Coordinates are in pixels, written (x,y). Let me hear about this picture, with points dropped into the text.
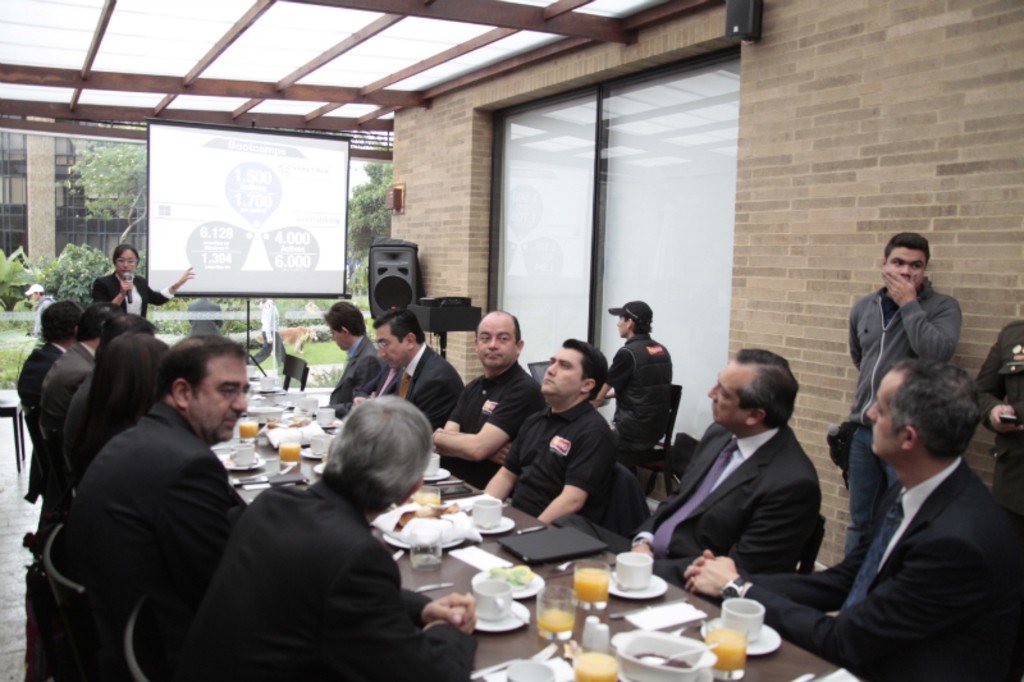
In this picture we can see a group of people (316,680) sitting on chairs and some are standing to wall (825,314) and here person (147,309) holding mic (128,275) in her hand (122,290) and showing her hand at screen (287,232) and here on table (446,498) we can see cup (494,614), saucer (506,614), glass (548,614) drink (568,615) in it, bowl (661,639), spoon (679,653), tab (568,538) and in background (353,285) we can see speakers (408,257), wall (411,200), trees (62,276), pillar (49,220) and some persons (275,324) walking.
